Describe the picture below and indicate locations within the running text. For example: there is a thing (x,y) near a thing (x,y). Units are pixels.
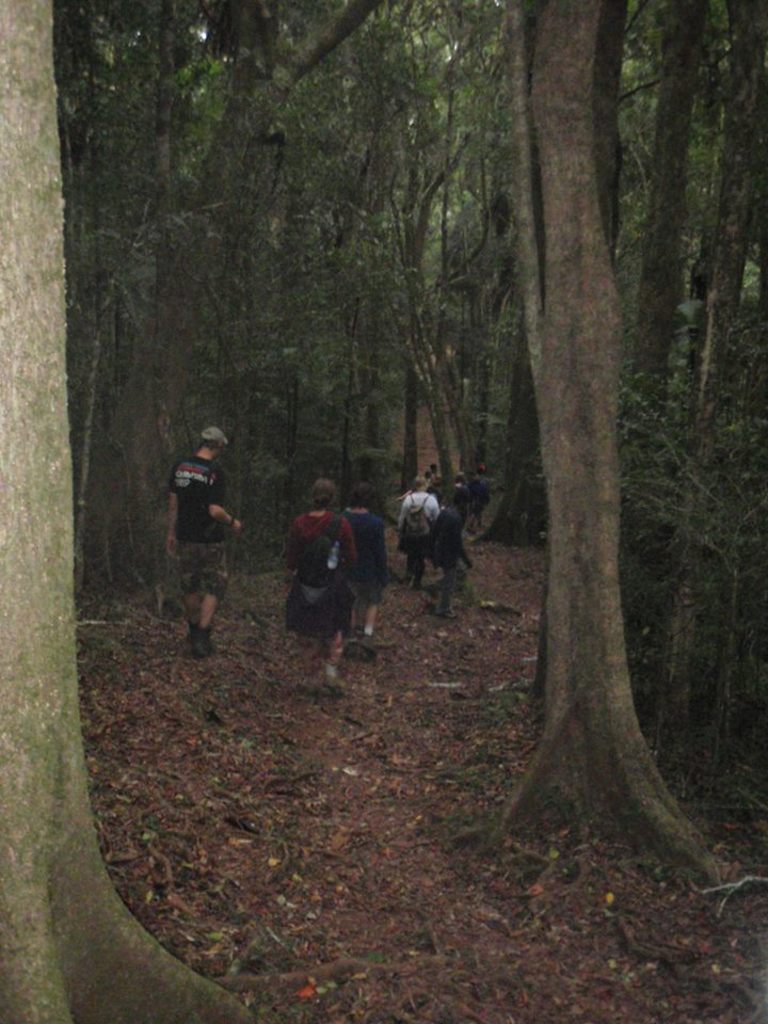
In this image there are few people (423,531) who are walking on the ground (354,667) in the forest (349,672). There are trees (373,236) all around the place (453,281). On the ground (350,792) there are dry leaves (271,821) and sand (465,843).
